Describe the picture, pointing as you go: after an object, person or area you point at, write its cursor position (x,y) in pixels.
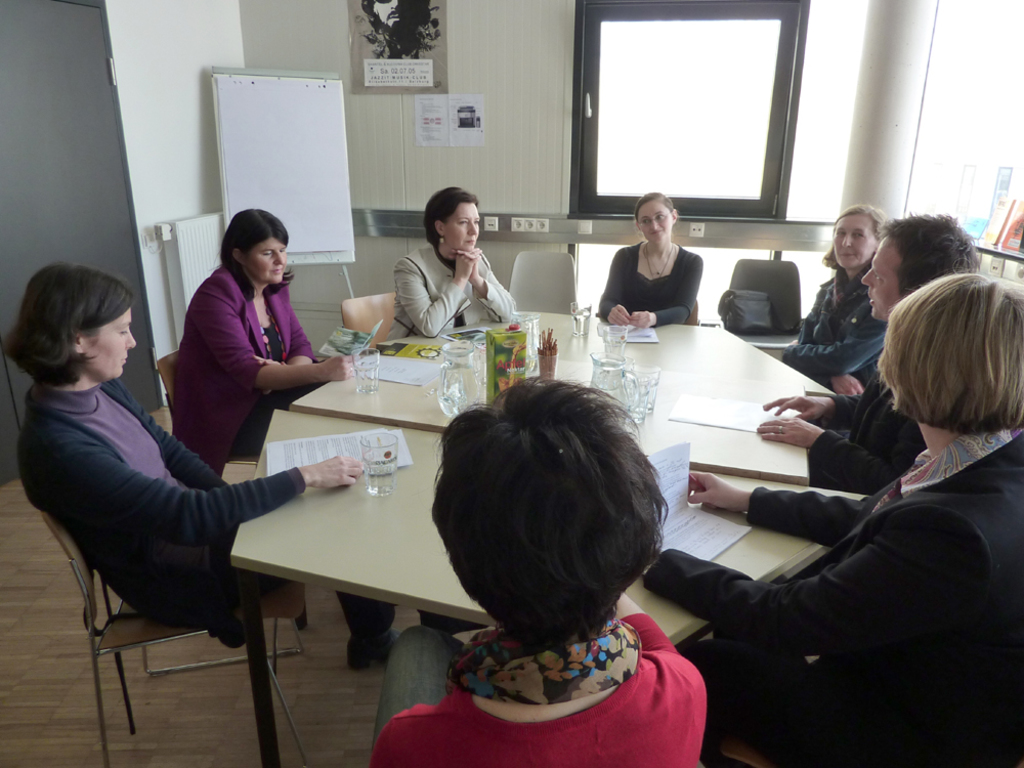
In this image there are some people (356,602) sitting around the table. In the front (541,714), woman (546,714) sitting and wearing red dress (640,708). In the background (816,125) there is a window (823,152), and a poster (385,39) on the wall (391,95) along with a board (284,178).
